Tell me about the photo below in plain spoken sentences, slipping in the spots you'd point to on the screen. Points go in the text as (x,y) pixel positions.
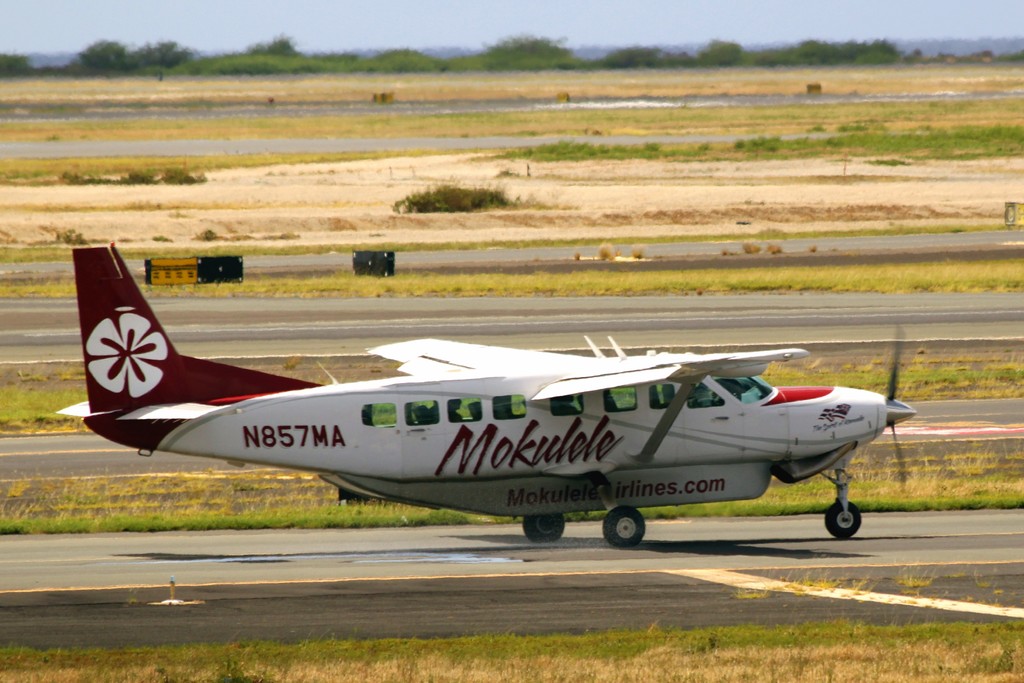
In this image I can see an aircraft (520,403) in red and white color. I can see few trees (168,62), grass (255,478) and the sky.
